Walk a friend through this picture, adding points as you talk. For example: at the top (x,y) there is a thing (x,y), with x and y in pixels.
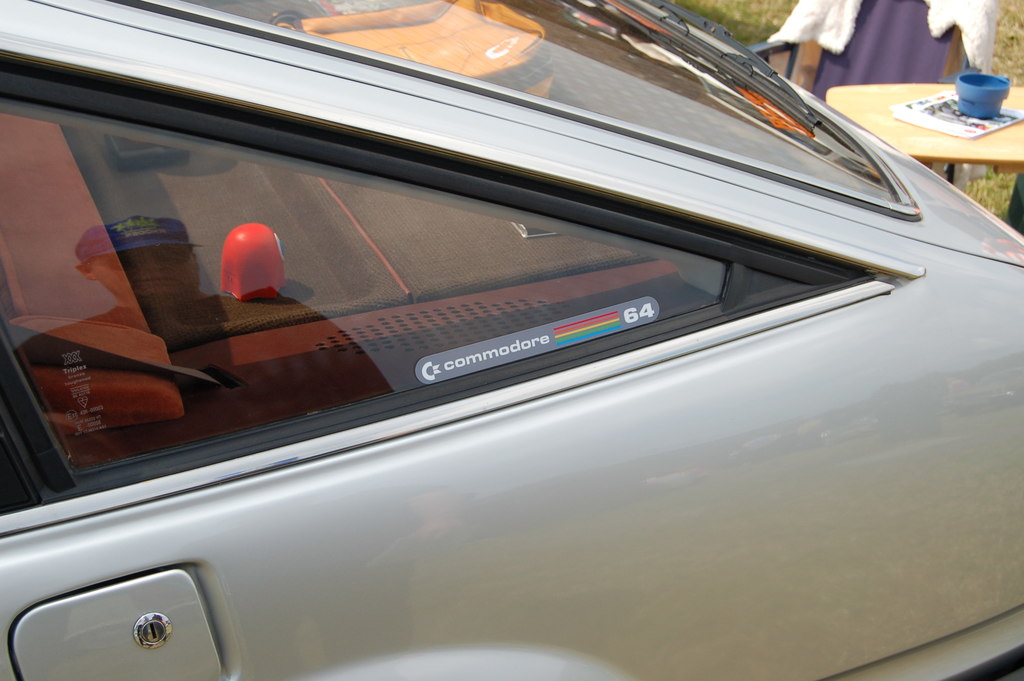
In this image, we can see a board (477,357) with some text (534,333) is on the vehicle (788,251) and we can see an object (961,100) and a book (943,115) are placed on the stand (906,126) and we can see clothes (835,39) on the chair (814,42).
